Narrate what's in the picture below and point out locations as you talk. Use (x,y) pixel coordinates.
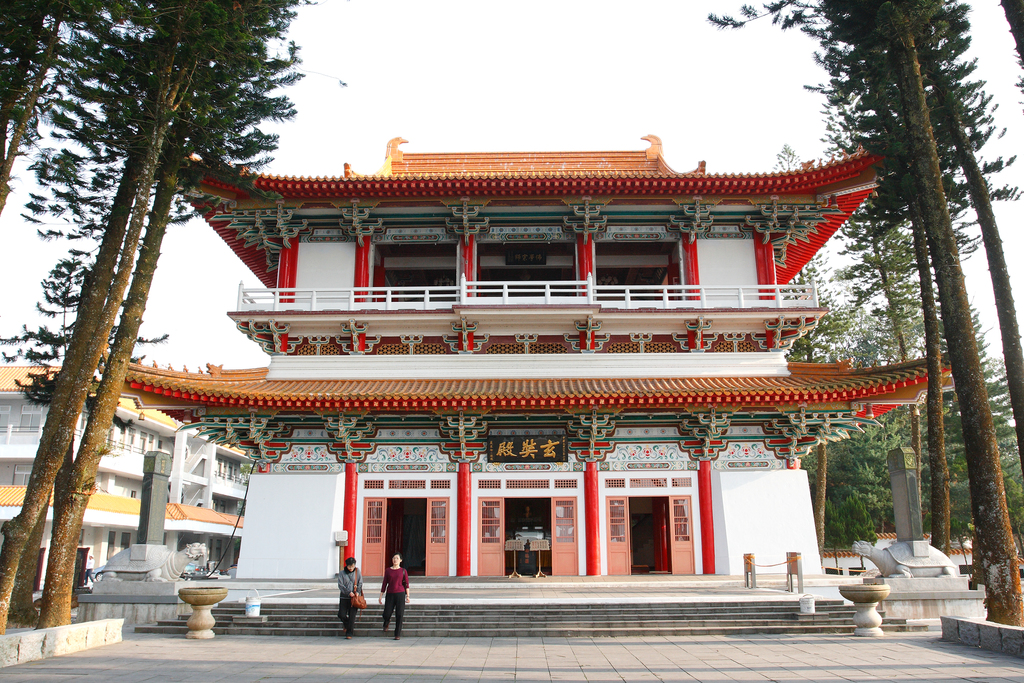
At the center of the image (607,333) there are buildings (515,325). In front of the building (464,554) there are two persons (380,589) walking on the floor (416,643). In the background (877,250) there are trees (918,199) and sky (563,28).
